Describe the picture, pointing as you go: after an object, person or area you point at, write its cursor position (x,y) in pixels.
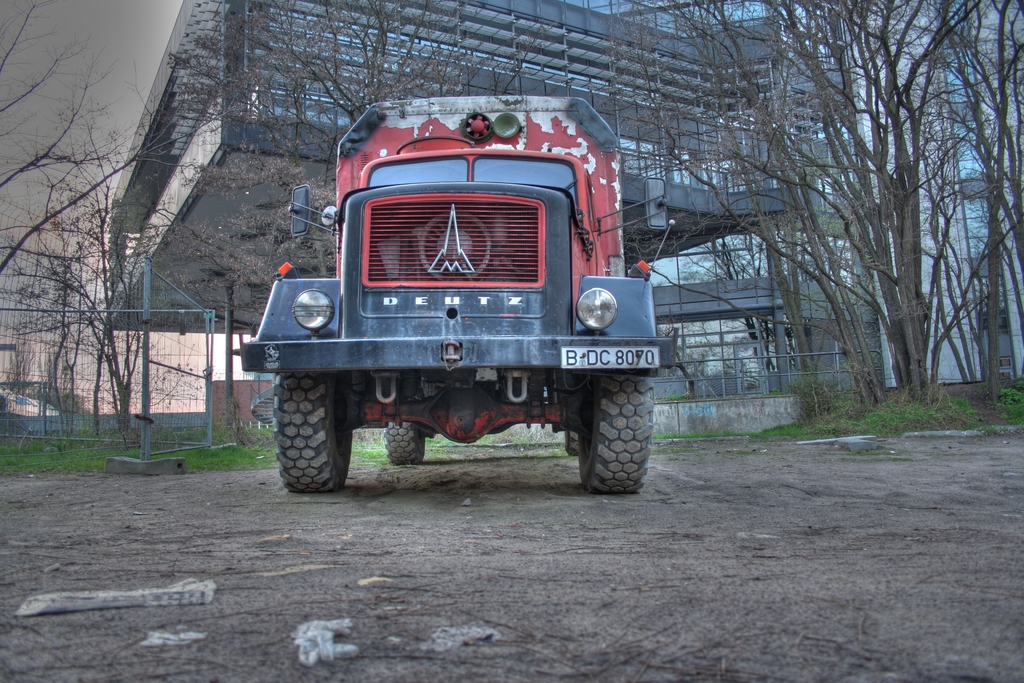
In this image we can see a truck (491,258) with a number plate (569,365). In the back (702,311) there are railings (136,351), trees (914,246) and buildings (705,244). In the background (76,57) there is sky (76,206). On the ground (197,432) there is grass (925,408).
